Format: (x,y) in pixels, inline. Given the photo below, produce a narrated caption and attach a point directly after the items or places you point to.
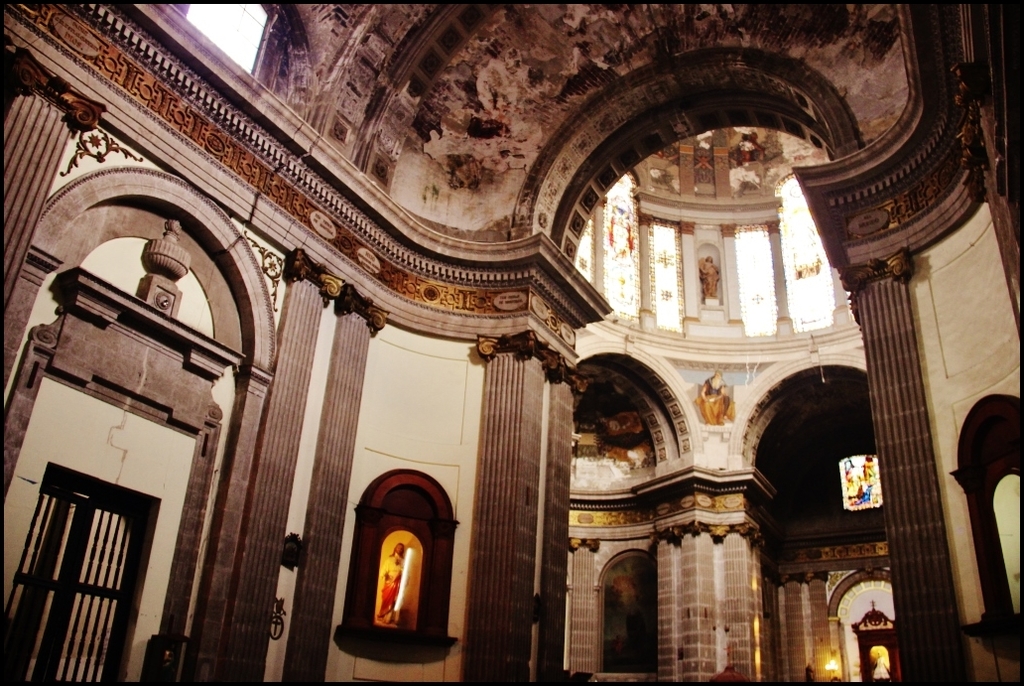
In this image we can see the inside view of a building (465,350), there are windows (139,591) and statues (396,564) in the shelf (424,521).
